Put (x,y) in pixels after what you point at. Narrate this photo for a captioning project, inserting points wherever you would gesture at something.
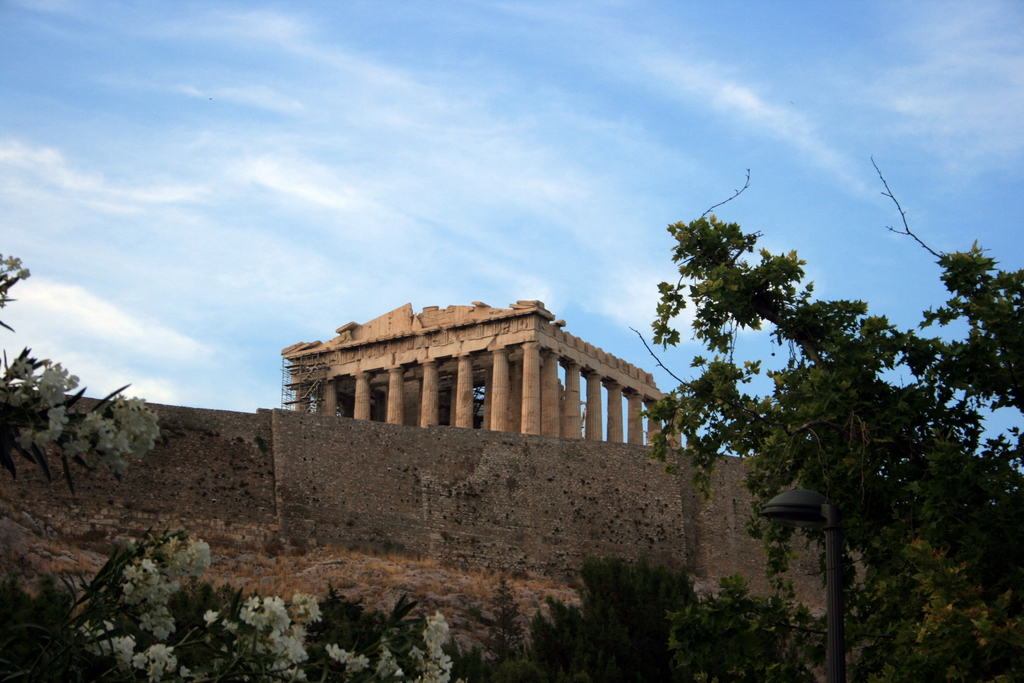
In this image we can see the wall (454,511), in front of the wall (532,467) we can see the trees (614,606) and flowers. In the background (496,362), we can see the pillars (592,374) and the sky (508,167).
